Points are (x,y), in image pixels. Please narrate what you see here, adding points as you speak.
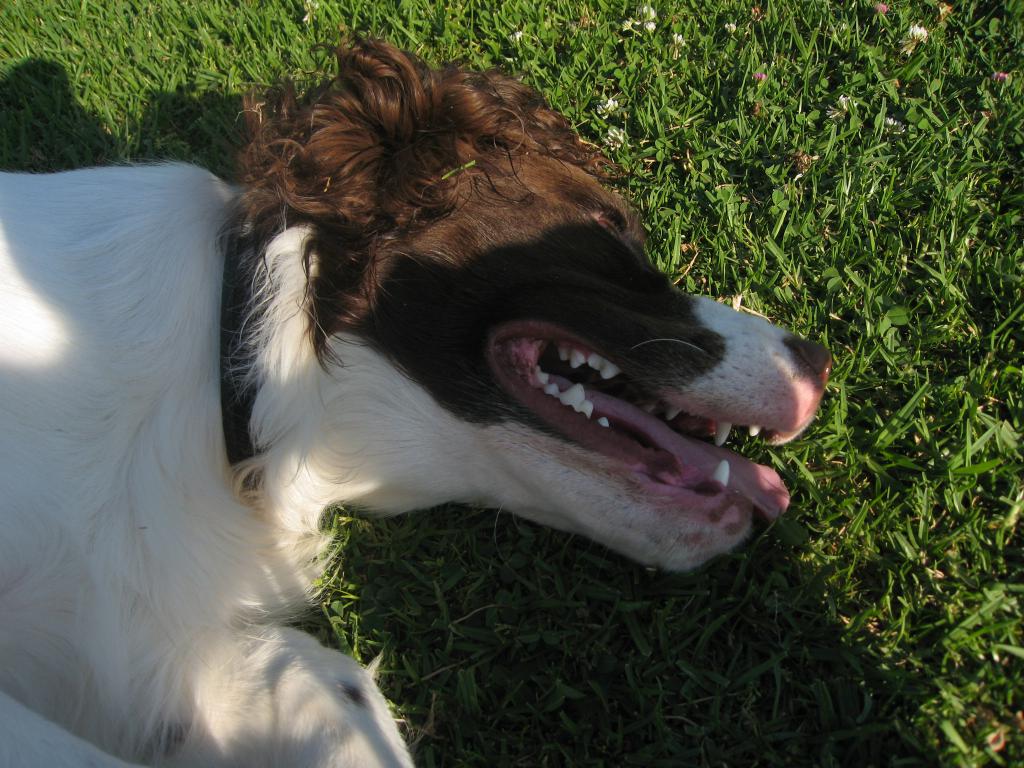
In this picture there is a dog (408,235) on the left side of the image (275,325) on grassland (410,708).
